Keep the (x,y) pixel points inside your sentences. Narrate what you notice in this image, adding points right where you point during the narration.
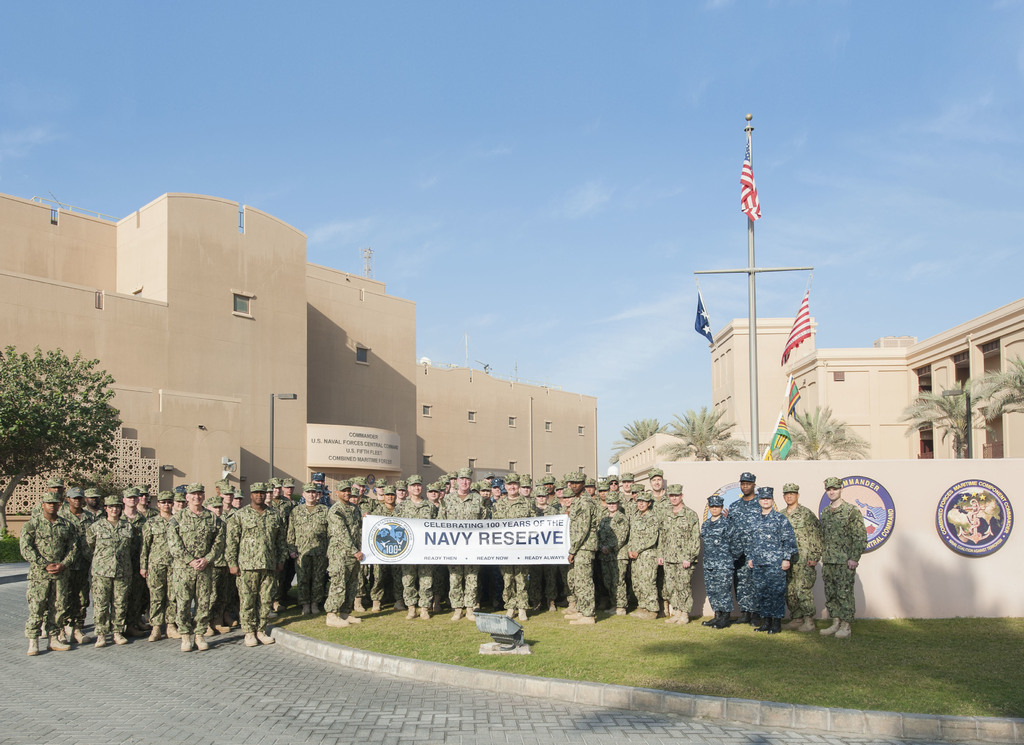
In this picture we can see group of people (612,512) and they are holding a banner (527,551). This is grass (697,661). In the background (575,290) we can see buildings (804,375), trees (794,436), pole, flags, boards (999,530), and sky (525,226).
